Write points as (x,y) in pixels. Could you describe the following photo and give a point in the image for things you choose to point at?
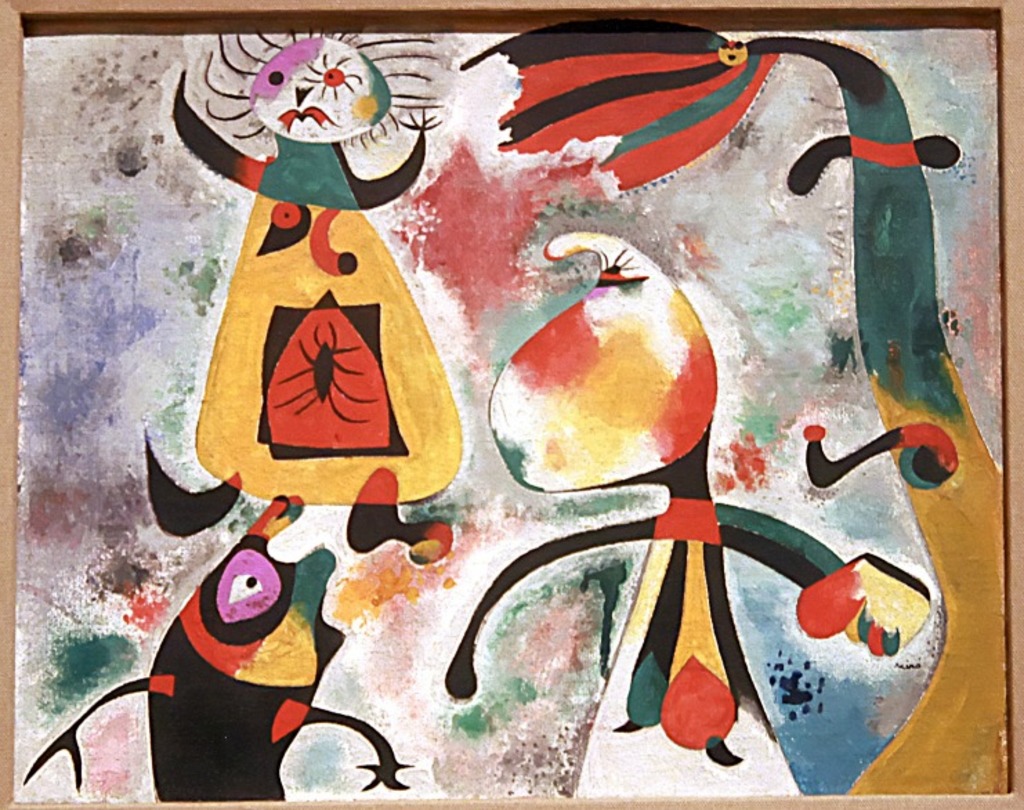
In this image in the center (502,491) there is one board (309,90), on the board (536,102) there is some painting (348,334).
